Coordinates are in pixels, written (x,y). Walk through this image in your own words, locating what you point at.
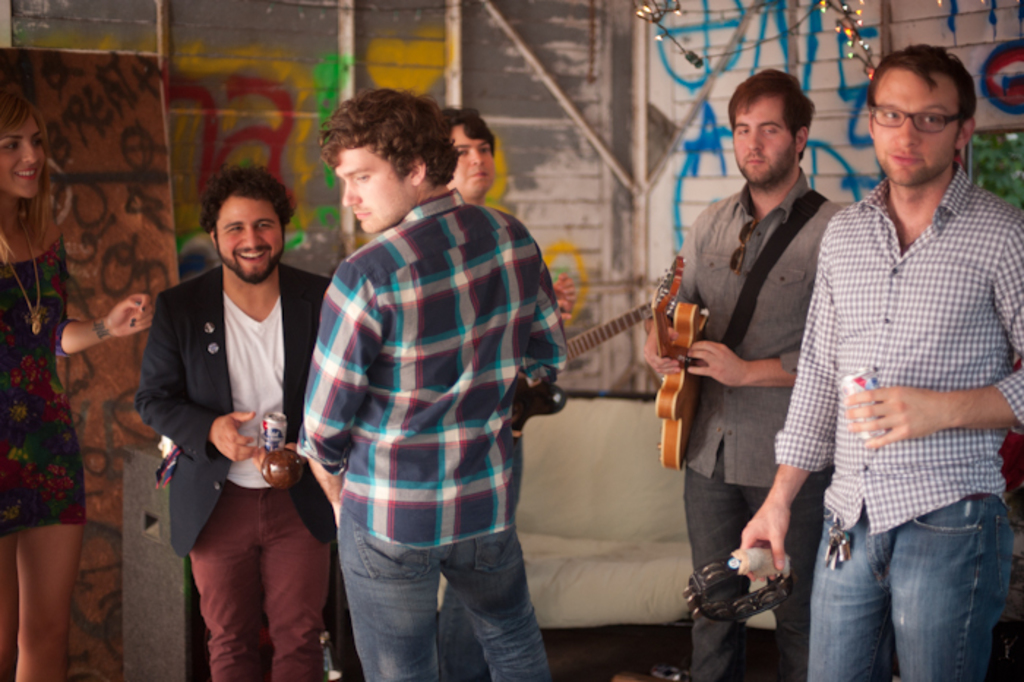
Here I can see a woman (23,183) and few men (860,344) are standing. Two men (764,206) are holding the guitars (697,311). The man (254,402) who is on the left side (222,448) is holding a coke-tin (276,417) in the hand (244,421) and smiling. This man (395,328) is facing towards the back side (426,450). In the background (350,89) there is a wall (545,79). On the left side (101,249) there is a board (108,234).
